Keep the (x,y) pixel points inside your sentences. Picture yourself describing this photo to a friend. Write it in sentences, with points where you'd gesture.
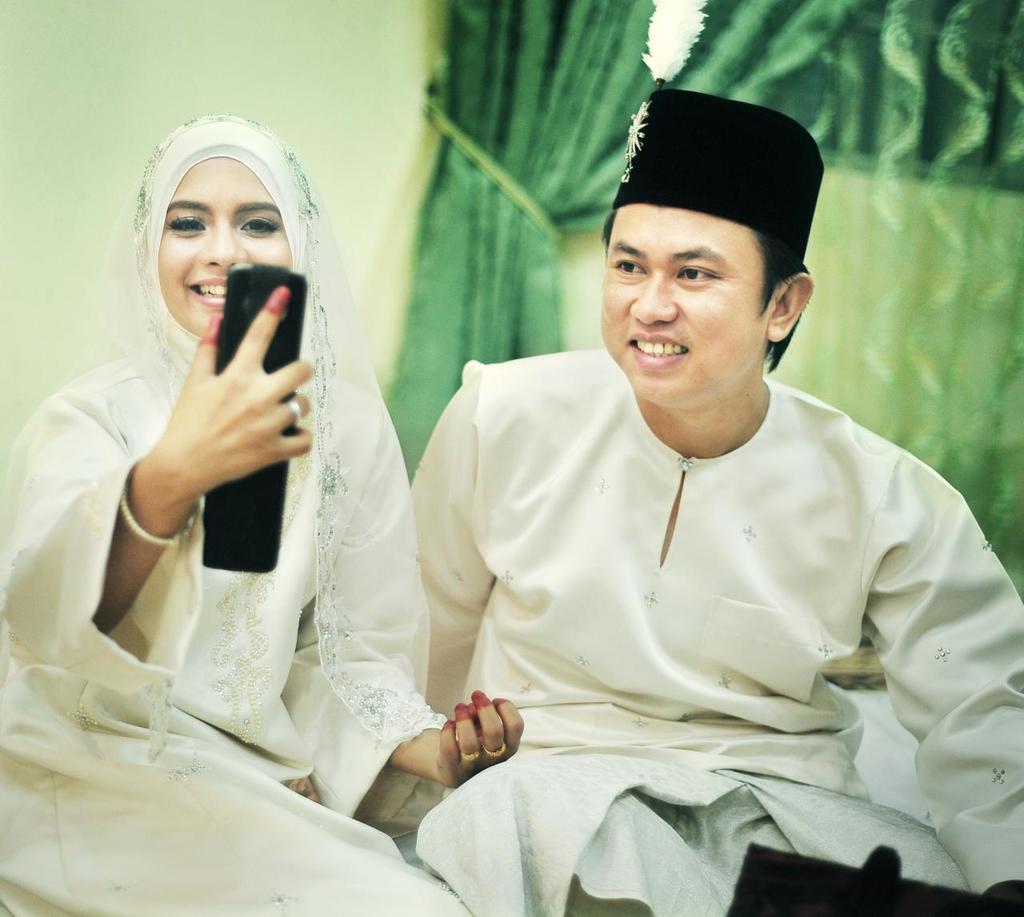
In this image I can see two people (362,697) with cream color dresses (397,647). I can see one person (637,210) wearing the cap (728,198) and an another person (235,372) holding the black color object (235,522). In the background (613,160) I can see the green color curtain (465,213) and the wall (154,75).
